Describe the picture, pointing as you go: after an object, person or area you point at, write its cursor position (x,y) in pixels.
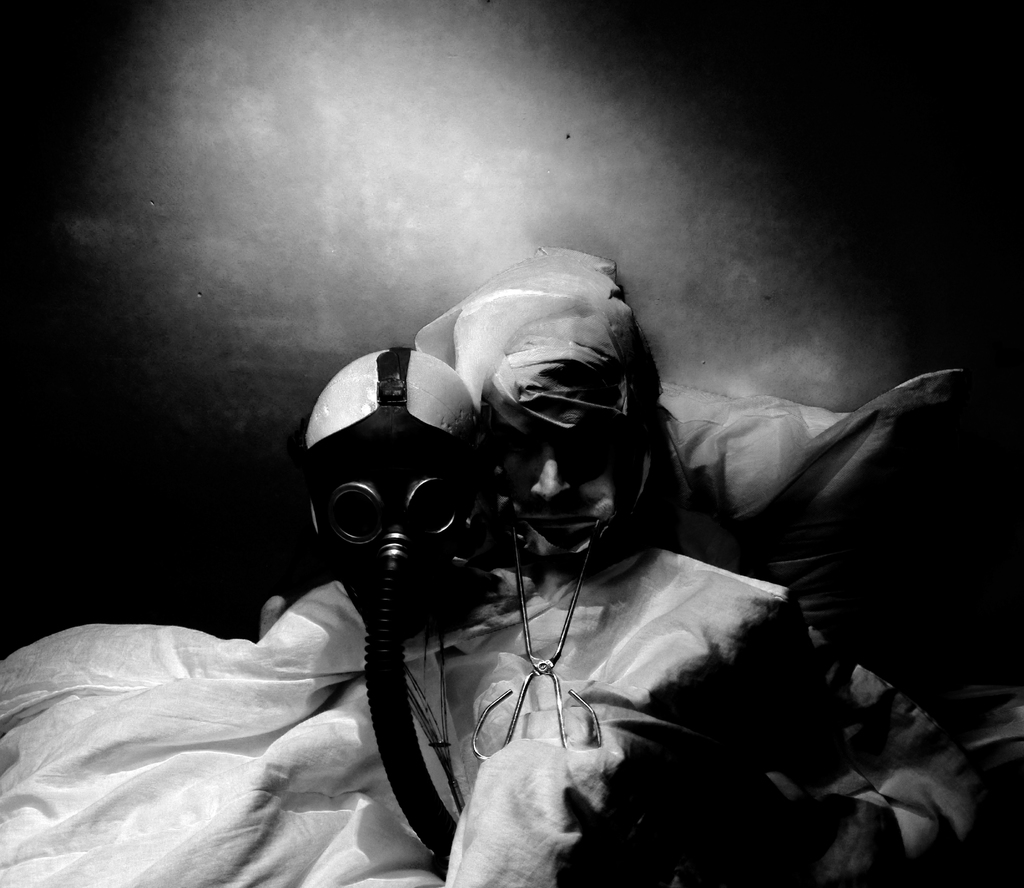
In this picture we can observe a person (505,661) wearing a white color dress (632,699). There is a mask (405,527) which is in black color and we can observe black color tube (396,723) fixed to this mask (369,518). This person (529,550) is holding a dental instrument (549,668) in his mouth (547,516). Behind him there is a pillow (785,488). The background (378,105) is in white and black color.
